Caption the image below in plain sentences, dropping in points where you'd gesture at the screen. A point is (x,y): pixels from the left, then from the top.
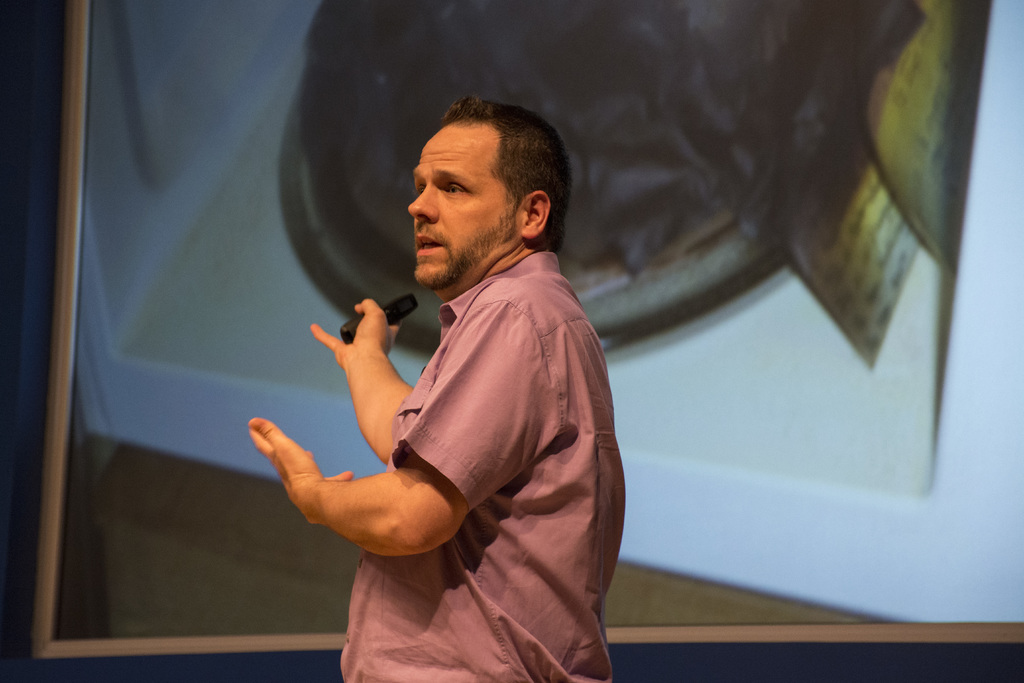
In this picture there is a man (564,469) in the center of the image (456,377) and there is a projector screen (805,623) in the background area of the image (103,351).
